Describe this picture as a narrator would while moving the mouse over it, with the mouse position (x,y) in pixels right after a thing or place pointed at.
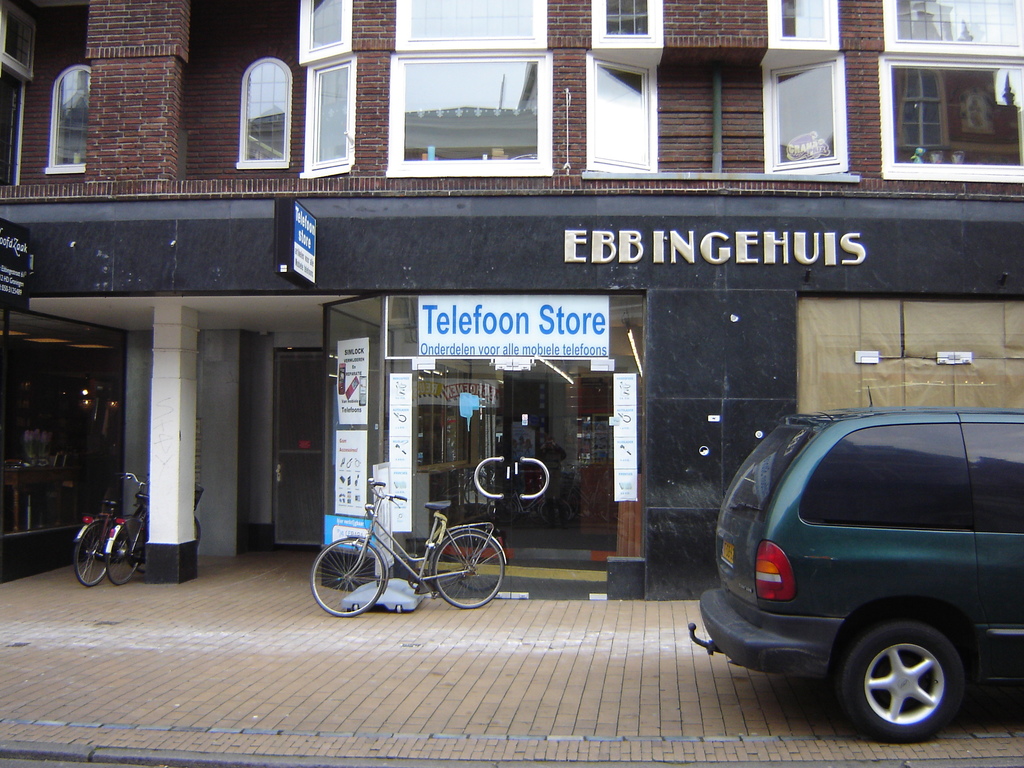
This image is taken outdoors. At the bottom of the image (415,679) there is a floor (500,684). In the middle of the image (449,312) there is a building (774,116) with walls (872,96), windows (640,82) and doors (305,435). There are many boards (402,461) with text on them and there are a few pillars (152,413). Three bicycles (108,538) are parked on the floor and a car (819,542) is parked on the floor (778,686).
